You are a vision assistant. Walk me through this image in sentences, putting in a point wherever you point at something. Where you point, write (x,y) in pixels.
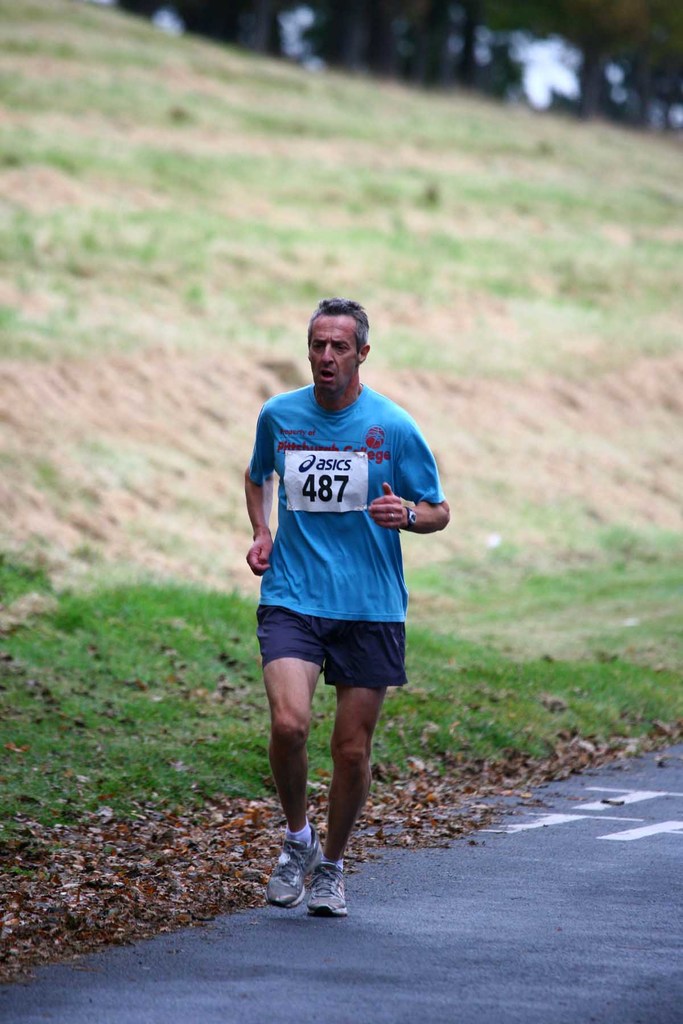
This is the man (280,892) running on the road (143,1016). I can see the dried leaves (143,853) lying on the ground (186,858). Here is the grass (115,680). This looks like a hill (460,209). The background (492,74) looks blurry.
